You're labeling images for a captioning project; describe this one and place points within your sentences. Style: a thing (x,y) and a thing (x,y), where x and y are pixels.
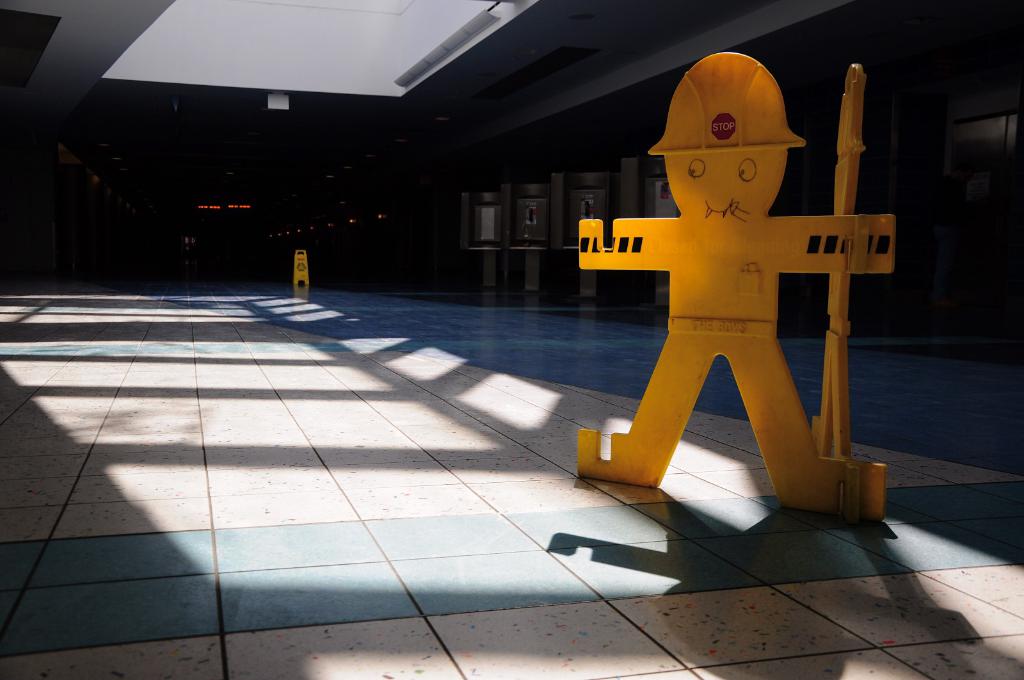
There is a depiction (745,60) of a person (730,59) in the image. There is tile flooring (167,627) at the bottom of the image (454,596).
